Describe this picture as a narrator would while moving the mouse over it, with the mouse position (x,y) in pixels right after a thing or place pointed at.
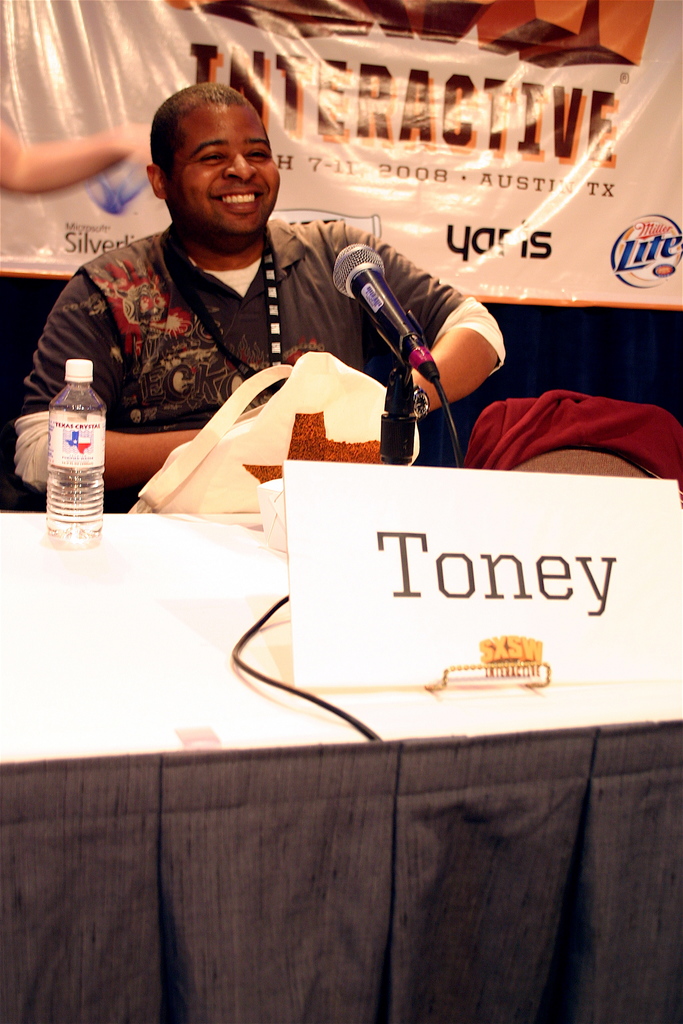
In this image we can see a man (231,291) is sitting and smiling. In front of him, table (125,723) is present. On the table (114,679), we can see name plate (421,522), mic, wire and bottle (76,514). In the background (142,79), there is a poster (452,97) with some text (396,109) written on it. Beside the man (218,288), we can see a chair (549,457). On the chair (572,441), there is a cloth (591,423) and the man (339,345) is holding one white color object (305,430) in his hands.
